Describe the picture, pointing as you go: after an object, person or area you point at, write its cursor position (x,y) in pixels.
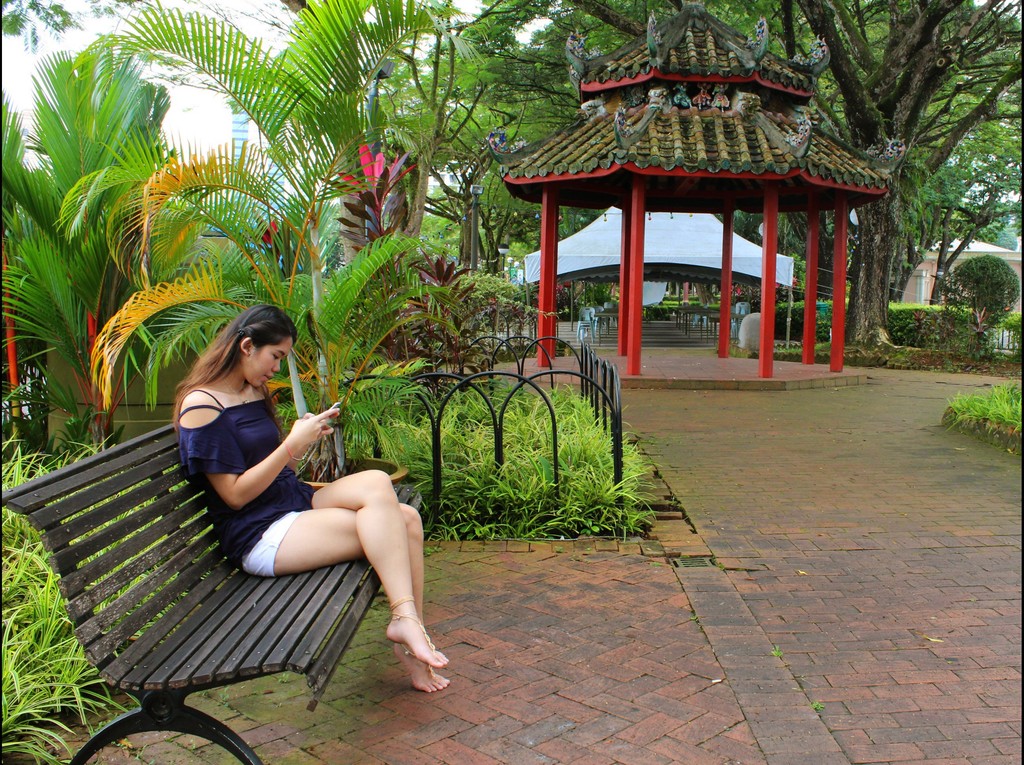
In this picture we can see woman (279,436) looking at mobile (318,417) holding in her hand (313,420) and sitting on bench (169,615) and beside to her we can see trees (452,329), fence (440,390) and in background (597,304) we can see some hut (812,272), trees (799,262), path (805,395).
